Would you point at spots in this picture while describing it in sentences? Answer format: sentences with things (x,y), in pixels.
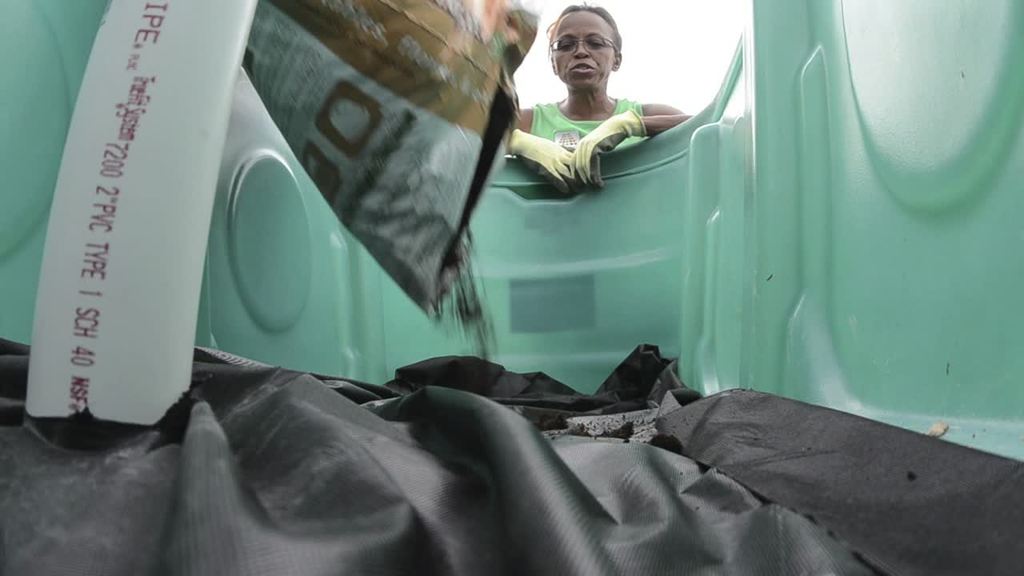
In this image we can see the black color cover (519,429) here, a bag (338,144) from which something is dropping and the green color surroundings (586,242). In the background (617,39), we can see a woman (595,77) wearing spectacles (603,40), green color T-shirt (583,125) and gloves (531,154) is standing here.
